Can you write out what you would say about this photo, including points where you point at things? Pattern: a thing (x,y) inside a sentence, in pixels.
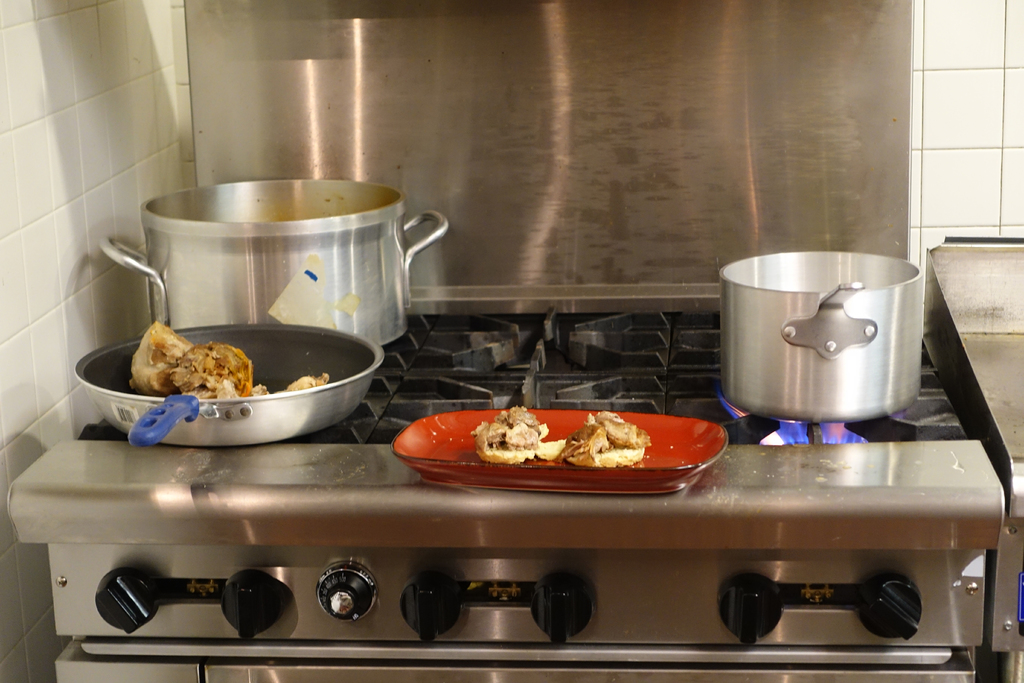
There is a stove (314,456). On the stove (383,448) there is fire (776,437). On that there is a pan (776,336). Also there is another pan (181,406) with food item (246,381). And there is another vessel (293,238). And there is a tray (445,423) with food item (512,421). And there are knobs (136,585) for the stove (858,609). On the left side (68,121) there is a wall (81,141). In the back (426,55) there's a lid (682,115) for stove (302,493).
